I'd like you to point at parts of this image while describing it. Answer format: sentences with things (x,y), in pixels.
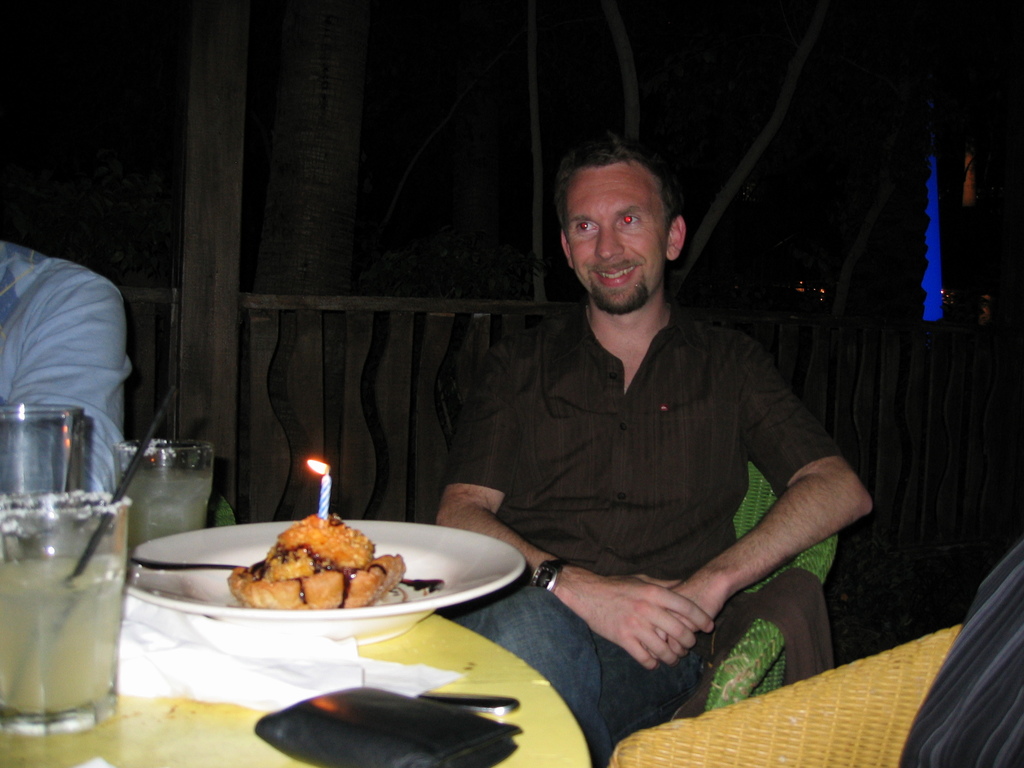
In this image i can see a person (592,505) sitting on a chair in front of a table (294,646). On the table (455,636) i can see a plate (311,633) with a food item (328,564) in it, a glass (8,552) and a wallet (390,700).
